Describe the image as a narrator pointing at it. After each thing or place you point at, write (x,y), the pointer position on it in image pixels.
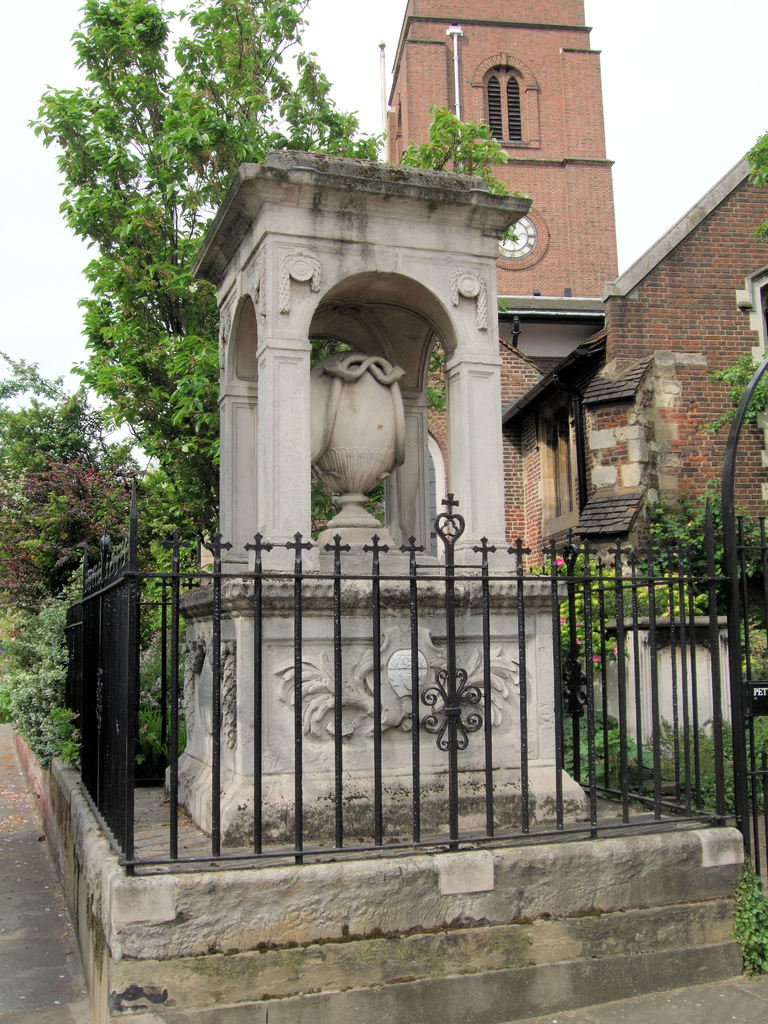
In this image I can see a building (519,328), a clock (524,235) on the building tower (533,221), fence (619,568), trees (206,425) and other objects (461,554) on the ground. In the background (118,143) I can see the sky (4,327).
